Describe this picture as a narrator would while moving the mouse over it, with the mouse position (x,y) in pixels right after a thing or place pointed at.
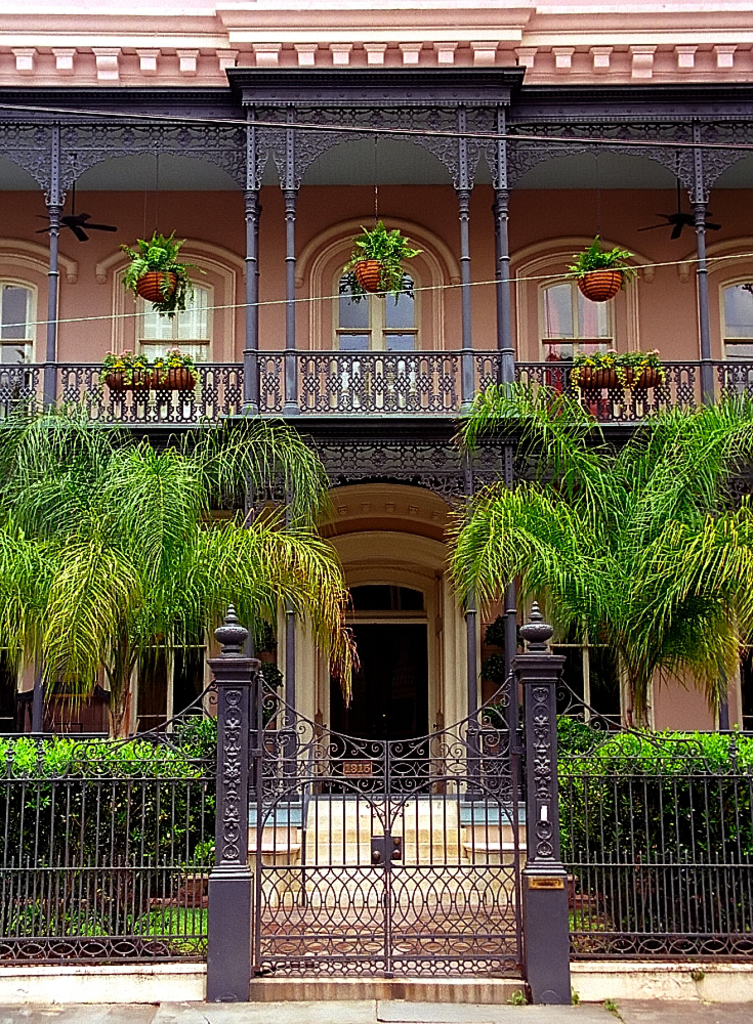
To this building (366,703) there is a door (370,693) and windows (564,308). In-front of this building (262,272) there is a fence (708,833), gate (428,780), plants (29,743) and trees (310,543).
